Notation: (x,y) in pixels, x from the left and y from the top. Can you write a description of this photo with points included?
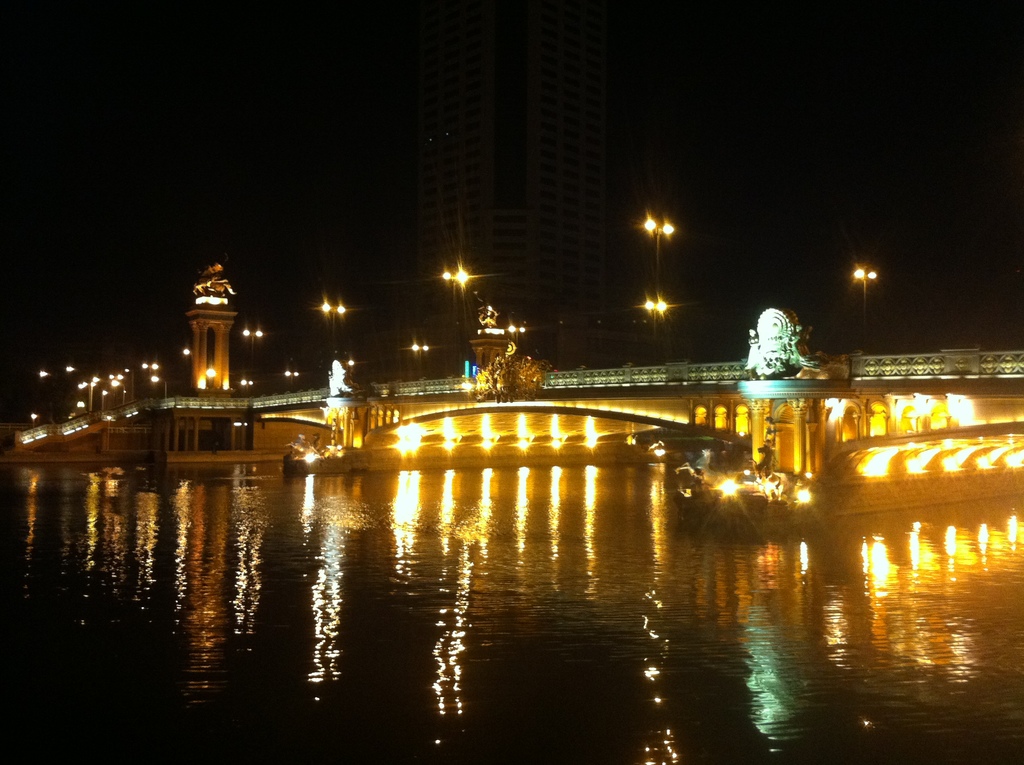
In this image we can see a bridge (553,415). There is a lake (856,640) in the image. There is a sky (424,367) in the image. There are many lights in the image. There is a reflection (564,517) of lights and a bridge (566,403) on the water surface (487,507) in the image.
